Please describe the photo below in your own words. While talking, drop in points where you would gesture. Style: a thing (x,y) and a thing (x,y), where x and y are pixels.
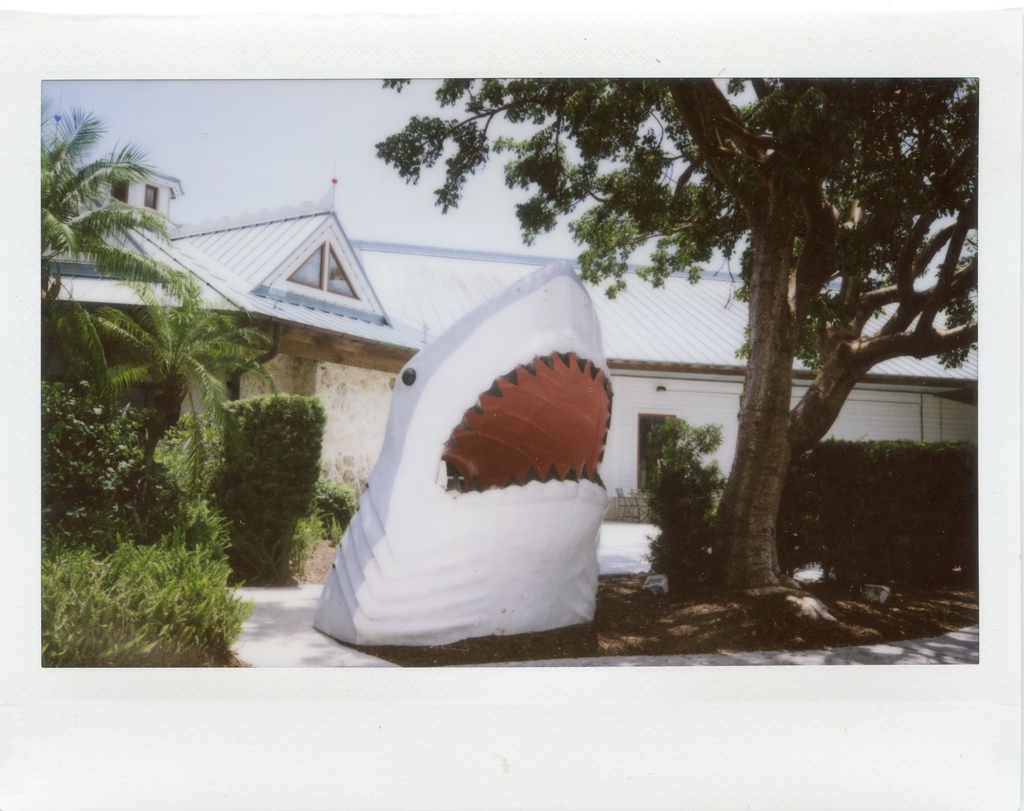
On the left side (103,464), there are plants (103,464) on the ground (628,590). In the middle (388,518), there is a statue (389,425) of a shark (558,551) on the ground (504,644). On the right side (951,474), there are trees (840,317) and plants (842,493) on the ground (846,593). In the background (188,249), there is a building (467,277) having a roof (474,288), there are trees (161,346) and plants (258,456) on the ground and there are clouds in the sky (303,106).
